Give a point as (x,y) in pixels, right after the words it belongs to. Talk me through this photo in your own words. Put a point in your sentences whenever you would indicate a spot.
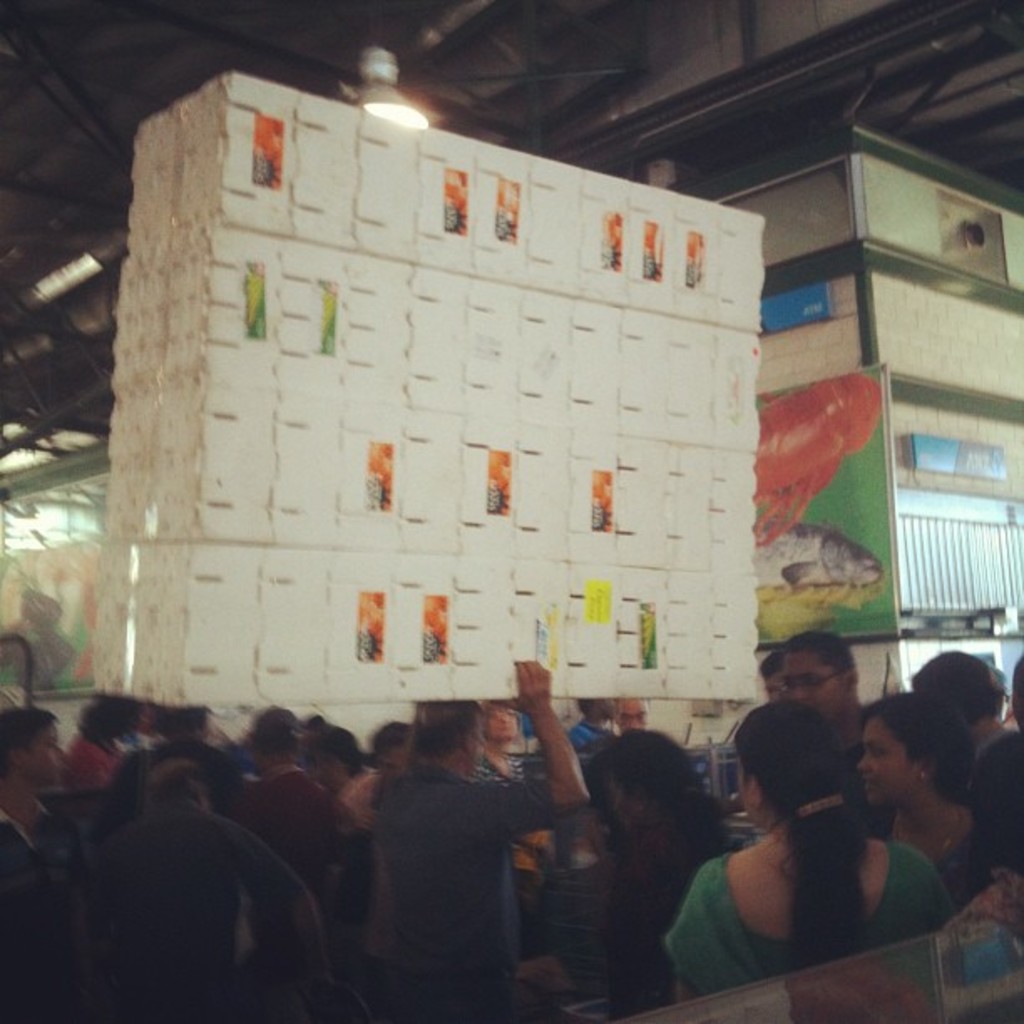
In the foreground of the picture (399,810) there are people (373,794). In the center of the picture (502,648) there is a white color object (445,632) carried by a person (456,763). On the right (930,402) it is wall (921,297), to the wall (930,282) there are boards (915,445) and frame (847,531). On the left (45,599) there is a frame (69,571) to the wall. At the top (160,105) there are lights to the ceiling (308,77).
